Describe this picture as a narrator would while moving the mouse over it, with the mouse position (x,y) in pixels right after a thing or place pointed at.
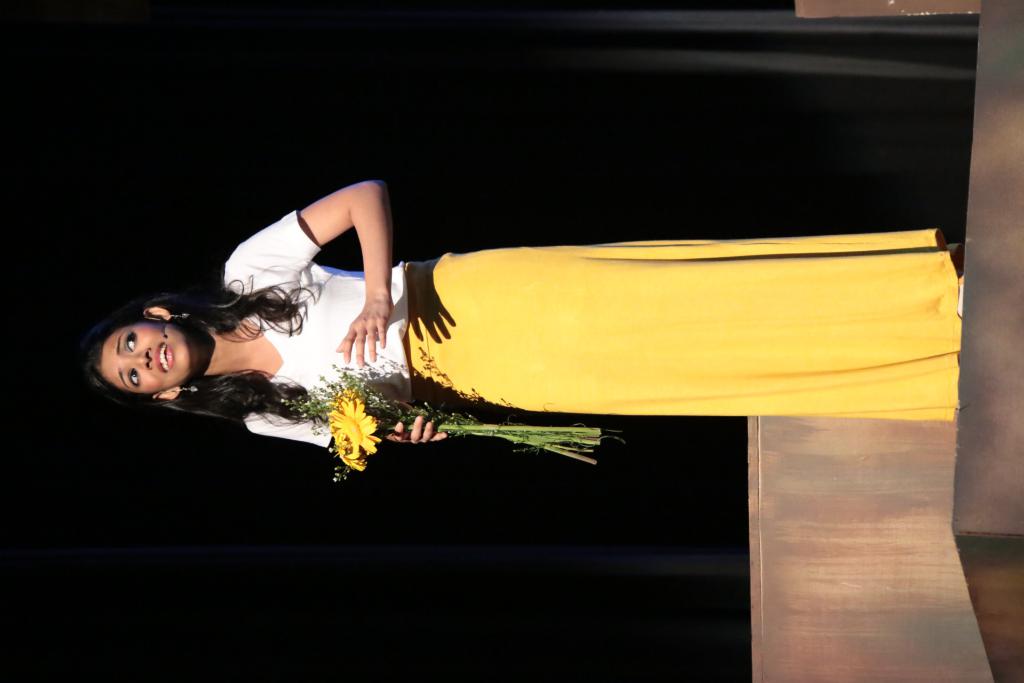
In this picture there is a girl (282,222) in the image, by holding flowers (345,447) in her hand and the background (214,675) area of the image is black in color.
